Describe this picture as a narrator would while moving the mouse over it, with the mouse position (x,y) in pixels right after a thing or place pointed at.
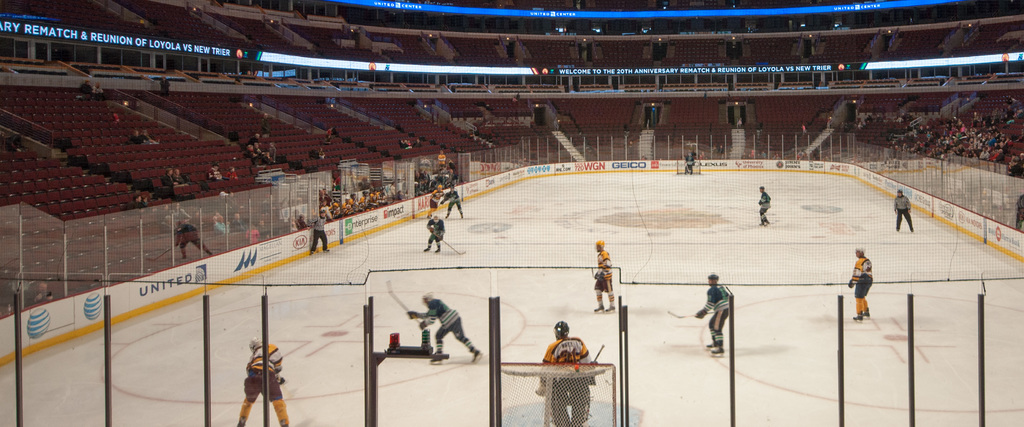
In this image there is a fence (490,393). Bottom of the image (532,372) there is a net (526,392). Few persons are playing the game on the ground (658,237). They are holding the sticks (407,310). Background (65,176) there are stairs (107,130). Few people (980,135) are on the stairs (78,203). Few banners (648,67) are attached to the fence (609,77) which are in the balcony (440,76).
